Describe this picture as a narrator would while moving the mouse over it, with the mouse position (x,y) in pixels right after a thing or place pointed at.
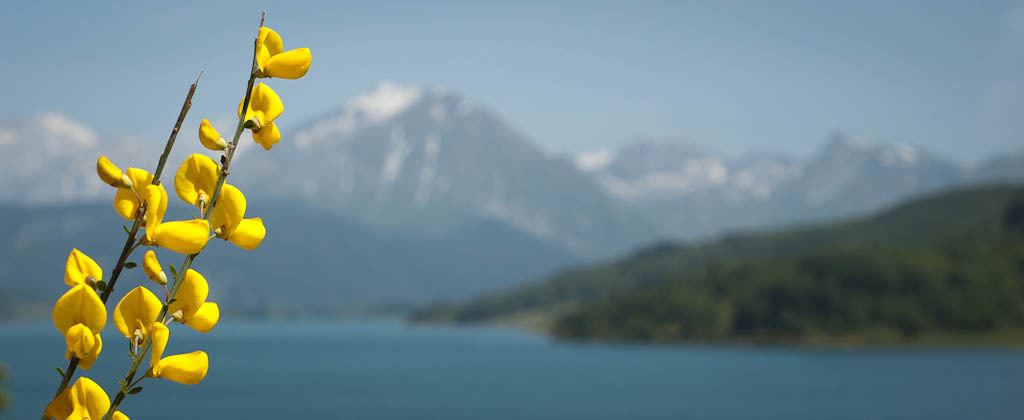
In this image we can see the yellow flowers (205,185) on the left side (206,188). Here we can see the water (596,381). In the background (372,183), we can see the mountains (415,129). This is a sky (922,77) with clouds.
